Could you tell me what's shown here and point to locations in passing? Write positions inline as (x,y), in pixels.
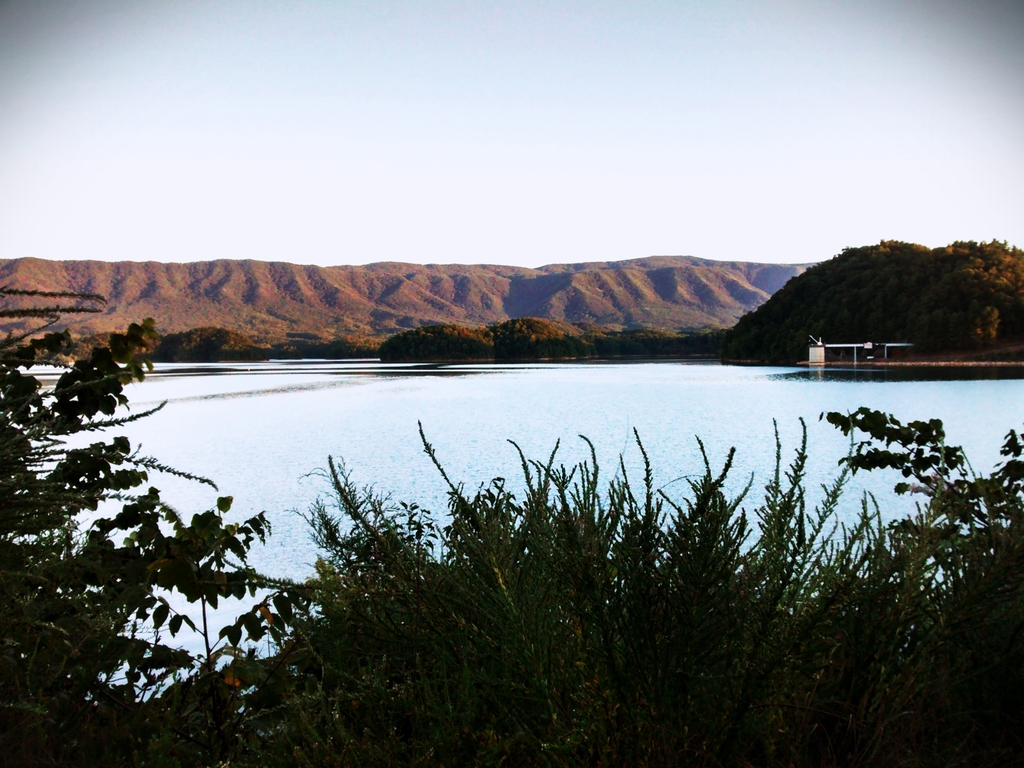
In the picture we can see some plants (486,599) and behind it, we can see water (757,484) and far from it, we can see trees (838,293), hills (736,290) and sky (74,162).
